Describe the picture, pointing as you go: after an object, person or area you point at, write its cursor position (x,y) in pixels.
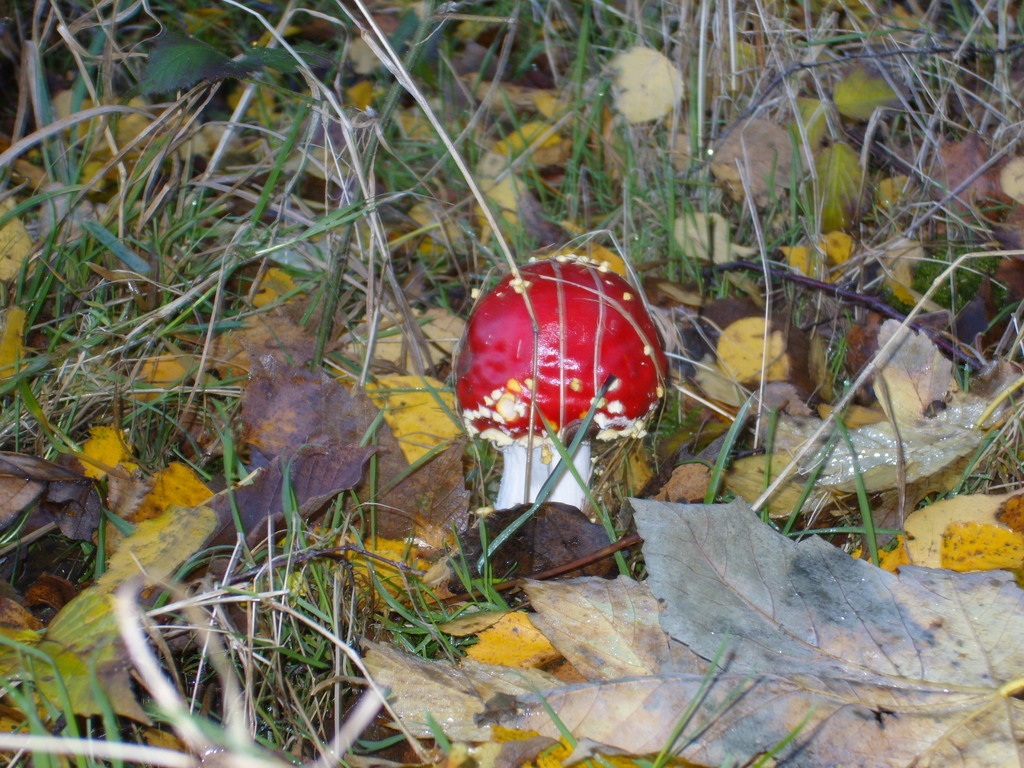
In this image I can see plants (53,138) and a red mushroom (543,412).
